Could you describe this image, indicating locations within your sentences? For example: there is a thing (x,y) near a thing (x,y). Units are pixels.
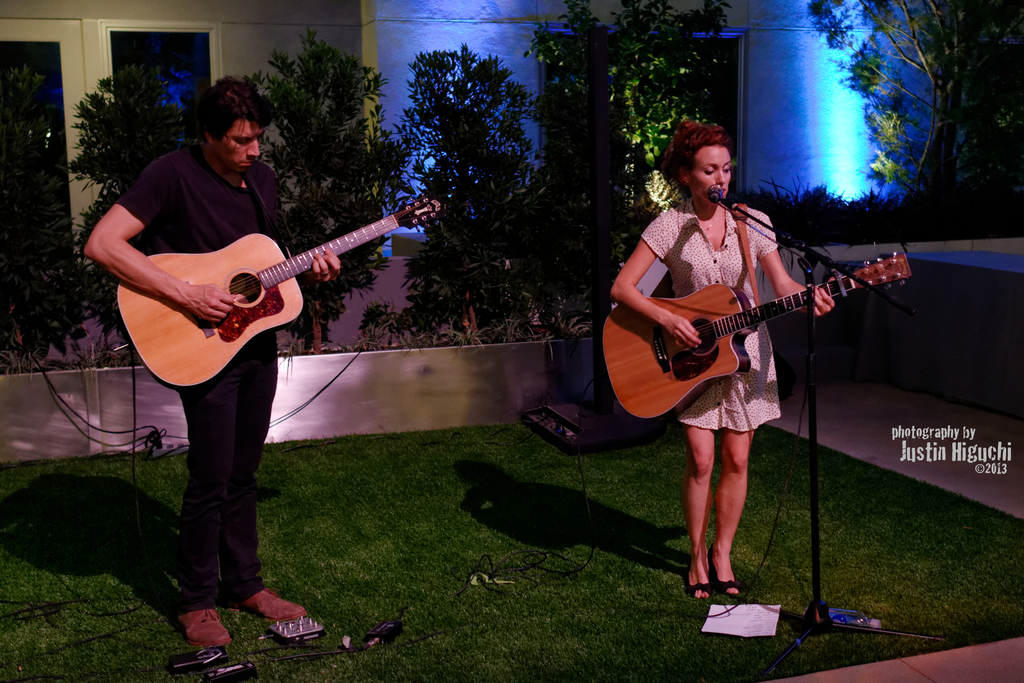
in the picture there are a man (331,272) and woman (720,254) holding a guitar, a woman (717,209) singing a song in the microphone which is in front of her there are trees (459,122) present near them.
